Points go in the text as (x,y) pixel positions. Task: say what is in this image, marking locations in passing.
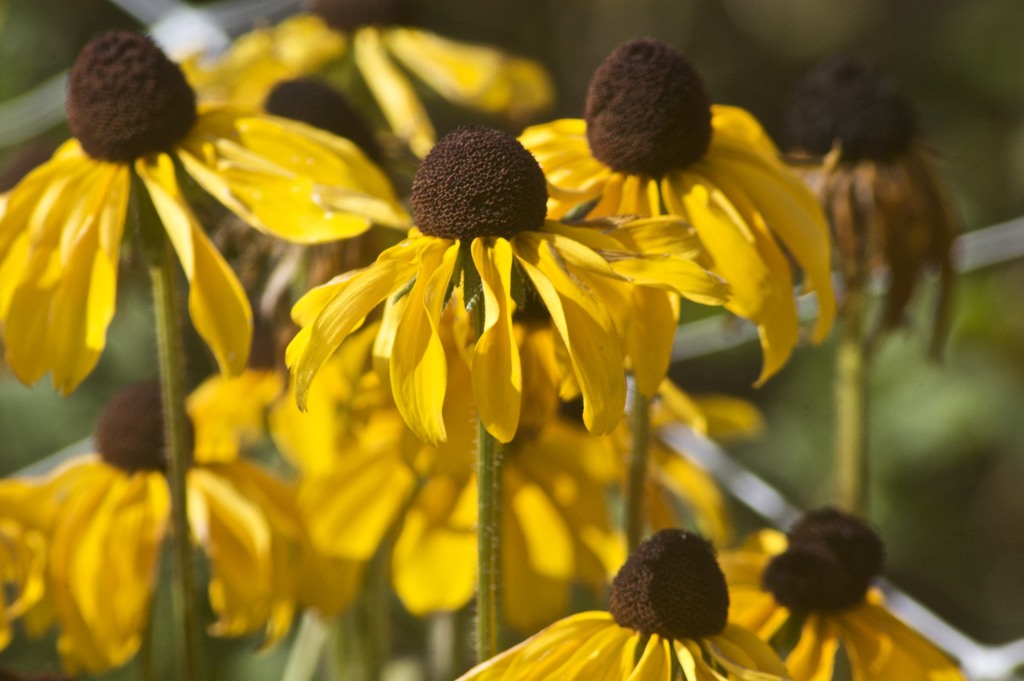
In the picture we can see some flowers (561,503) with stem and the flowers (649,490) are yellow in color with petals (380,348) and brown in color in the middle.
